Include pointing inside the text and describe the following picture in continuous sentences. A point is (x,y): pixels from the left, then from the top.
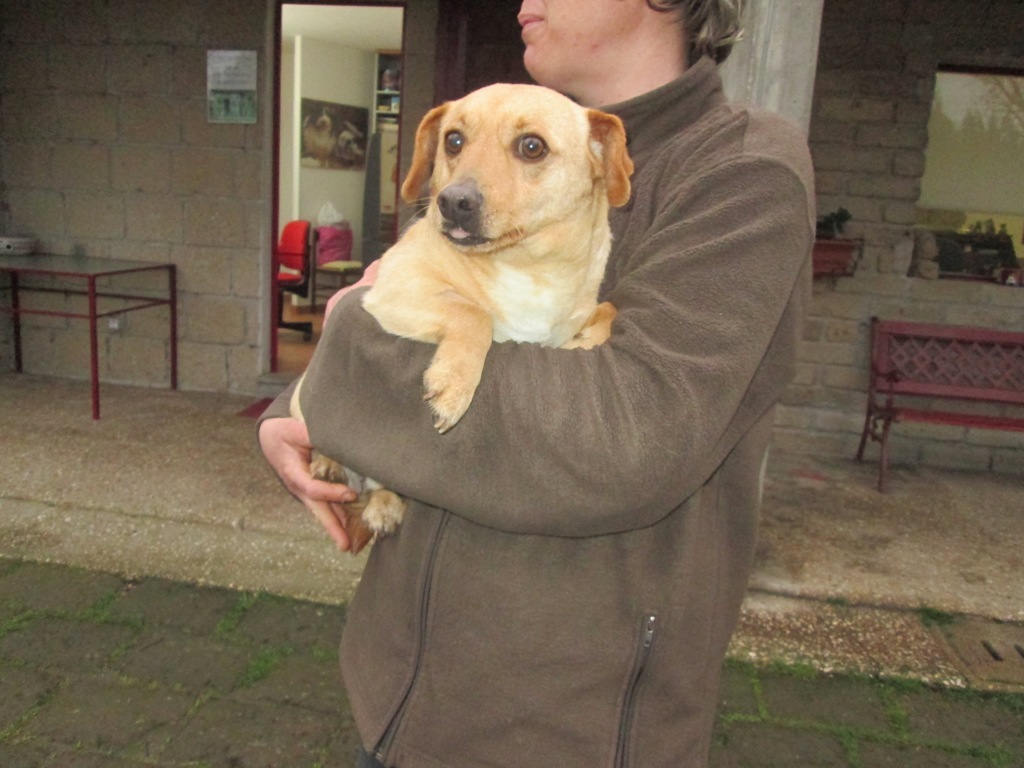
Here we can see a person (590,363) standing with a dog (481,337) in his hands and behind him we can see a table (91,282) and a building (87,88) and a bench (918,339) present.
